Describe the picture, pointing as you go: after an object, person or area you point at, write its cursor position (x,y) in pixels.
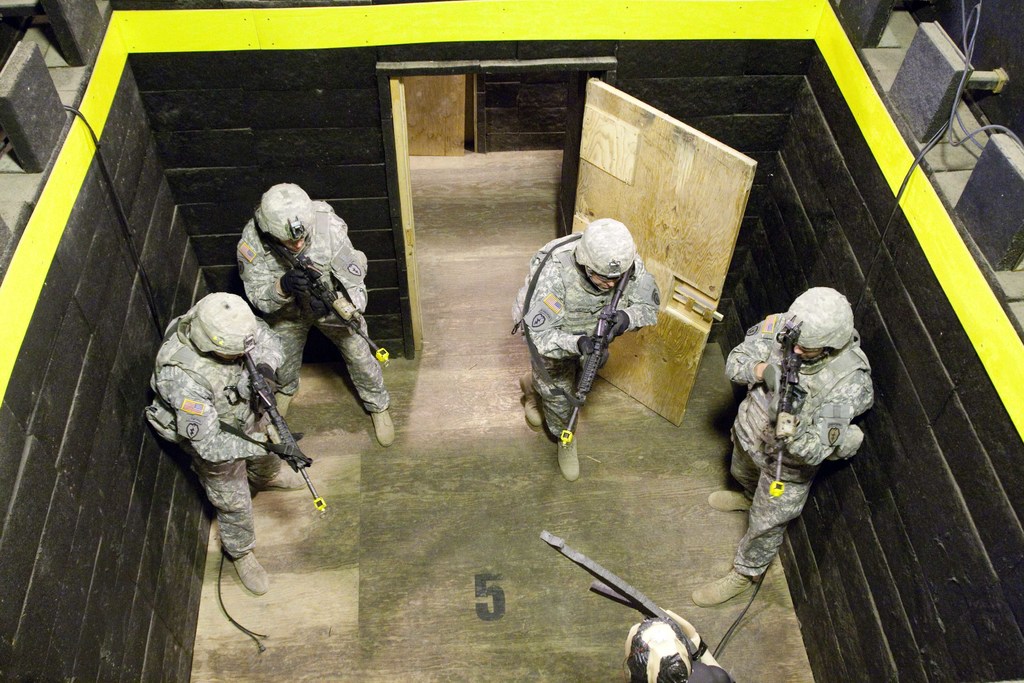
In this picture four army men (207,453) wearing helmet (220,326), gloves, shirt (229,450), trouser (263,461) and shoes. They are holding a gun (250,387). At the bottom (670,664) there is a man (679,674) who is wearing black dress (700,682). At the top (647,114) there is a door (695,315).
